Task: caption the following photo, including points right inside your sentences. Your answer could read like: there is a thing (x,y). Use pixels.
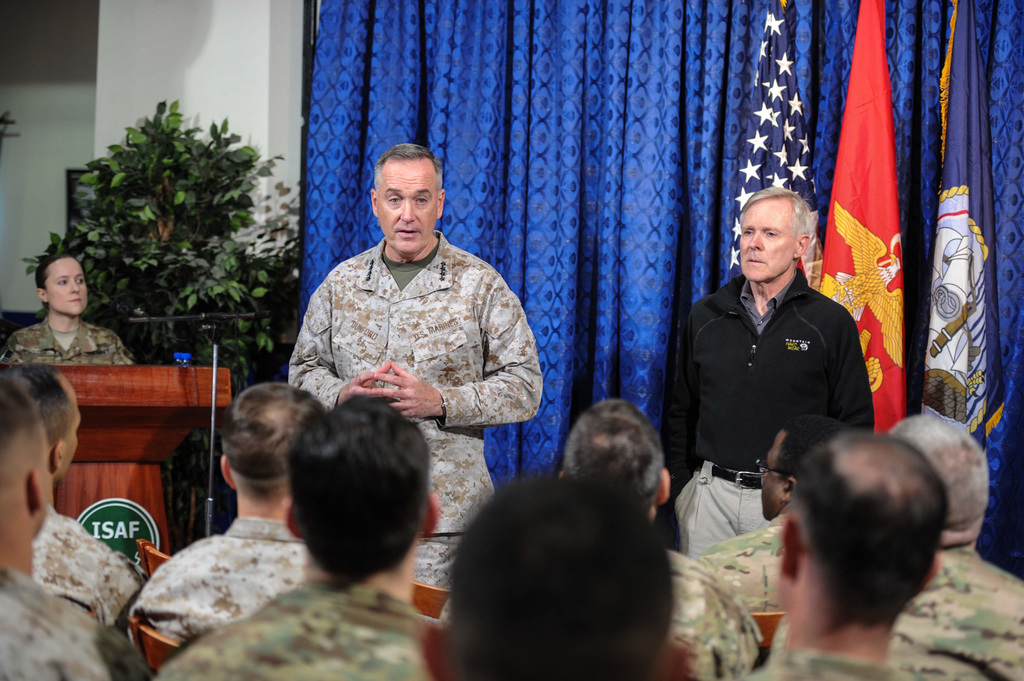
In this image, we can see a group of people (904,653). Few (643,522) are standing and sitting on the chairs (438,617). In the middle of the image (483,429), we can see a person (393,391) is talking. On the left side of the image (62,351), we can see a woman (47,338) is there behind the wooden podium (117,419). Background (192,469) we can see curtains (472,160), flags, plant (160,117), pillar (237,101) and wall (45,113). Here we can see a rod (214,422) and name board (118,532).
